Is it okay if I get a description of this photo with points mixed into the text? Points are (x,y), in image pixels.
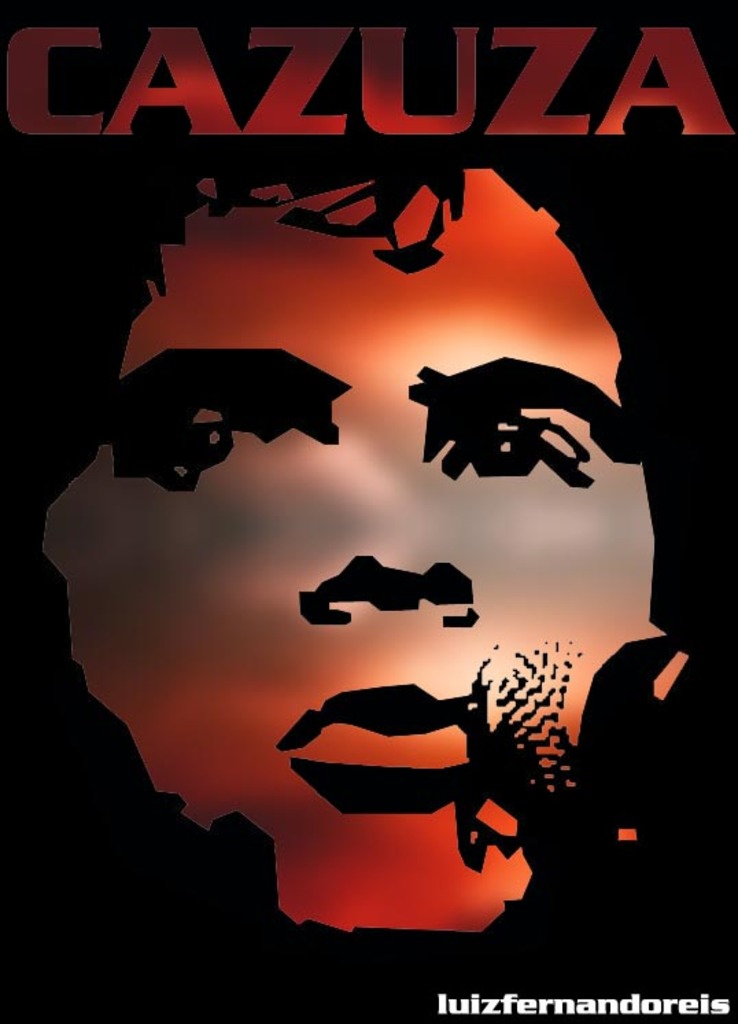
This is a poster (611,350). On this poster (369,774) we can see face (376,614) of a person (288,664).
